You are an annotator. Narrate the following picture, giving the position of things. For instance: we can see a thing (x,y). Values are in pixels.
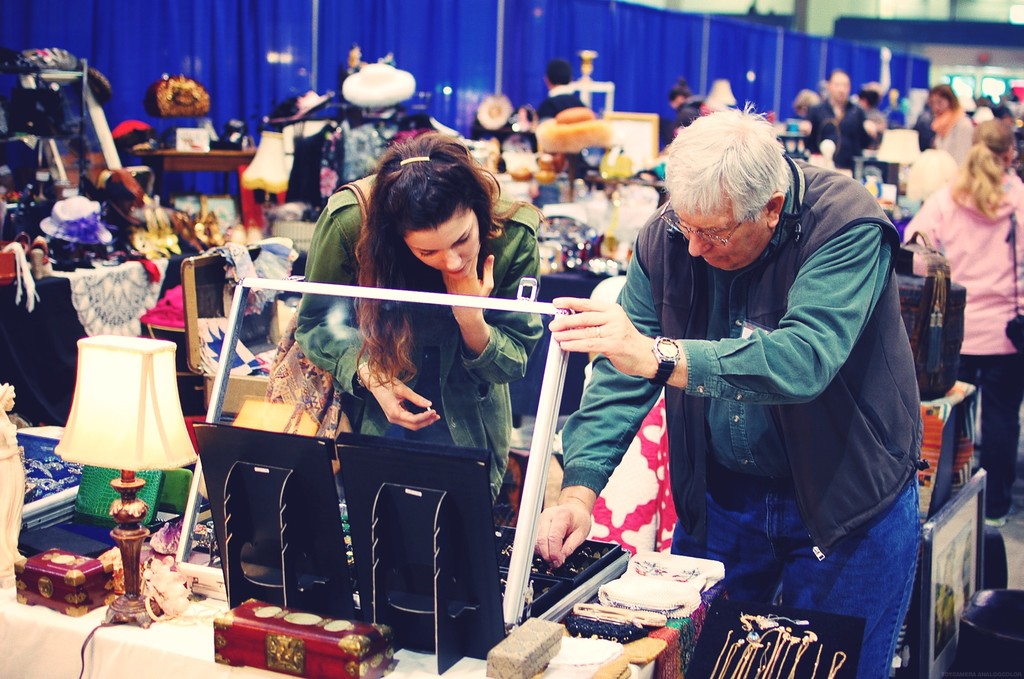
On the right side of the image (885,394) there is a man (757,449) with spectacles (723,237) and watch (676,354) on his hand (607,318). Beside him there is a lady (435,253) standing. In front of them there is a table (158,647) with statue (2,445), lamp (130,475), boxes (85,594) and some other items (287,559) on the table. In the background (463,66) there is a blue wall (720,46). And behind them there are few people (937,119) and also there are many other items (314,167). And there is a blur background (221,154).
